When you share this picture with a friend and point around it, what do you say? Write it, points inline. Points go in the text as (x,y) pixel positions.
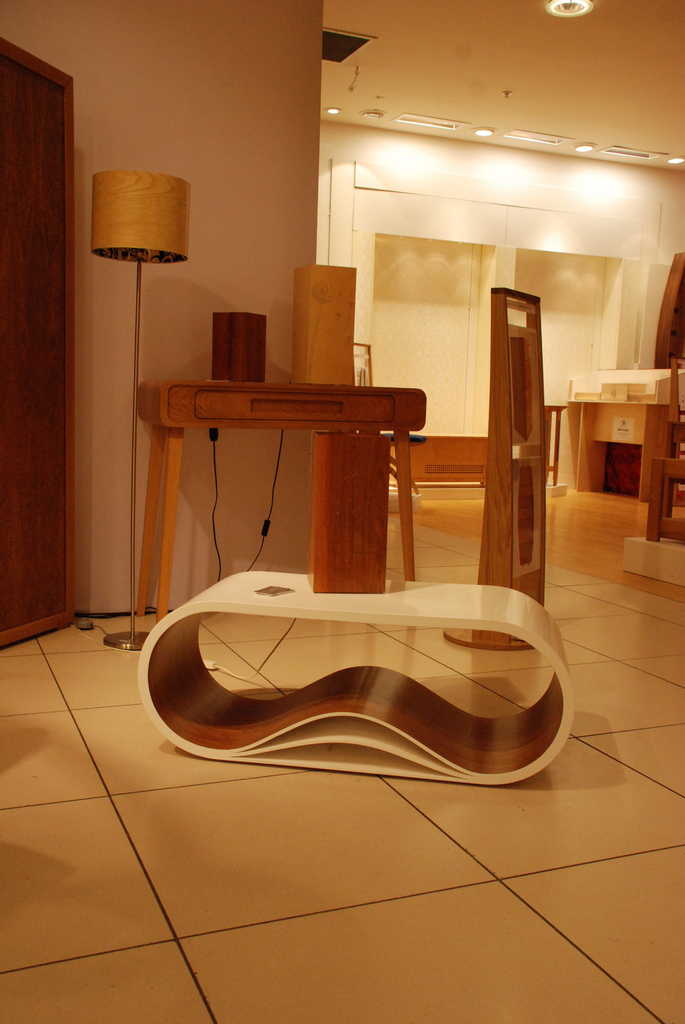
In this image we can see the inner view of a room (227,140). In the room (401,329) there are electric lights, table lamp (132,204), wardrobe (34,133), side table (410,587), desk (300,407), cables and floor (255,832).
